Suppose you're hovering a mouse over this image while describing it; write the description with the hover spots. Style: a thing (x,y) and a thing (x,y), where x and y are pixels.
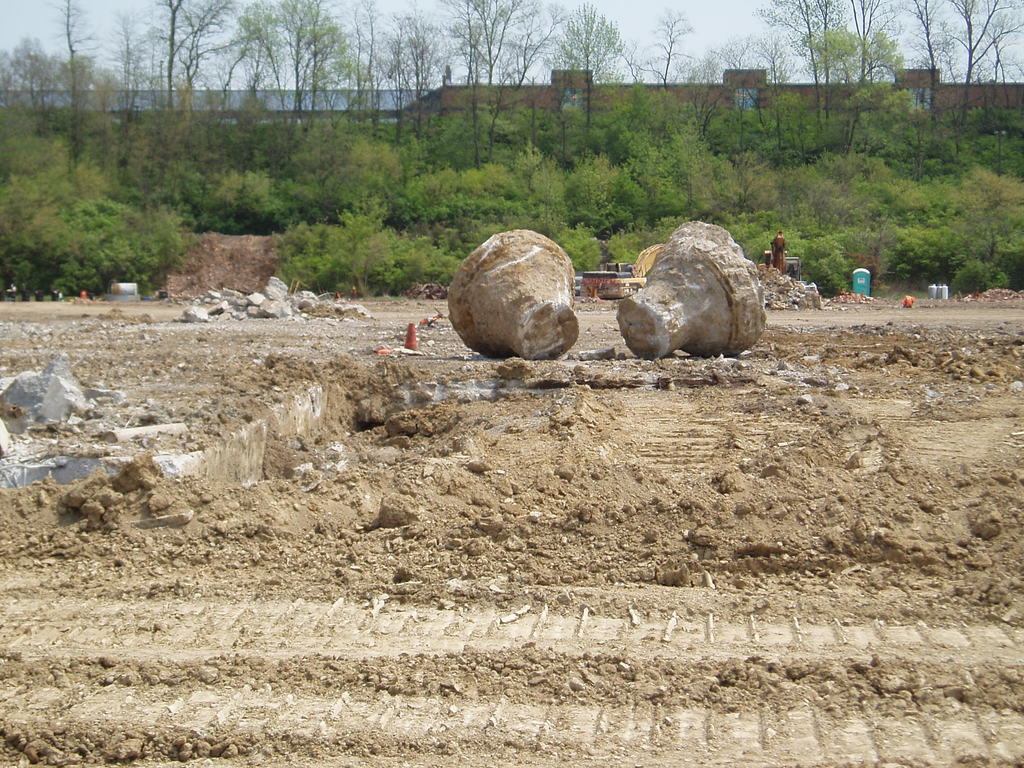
This image consists of a ground (386,509) and there are two rocks (673,308). In the background (73,268), there are many trees (525,203) and plants (670,147).
